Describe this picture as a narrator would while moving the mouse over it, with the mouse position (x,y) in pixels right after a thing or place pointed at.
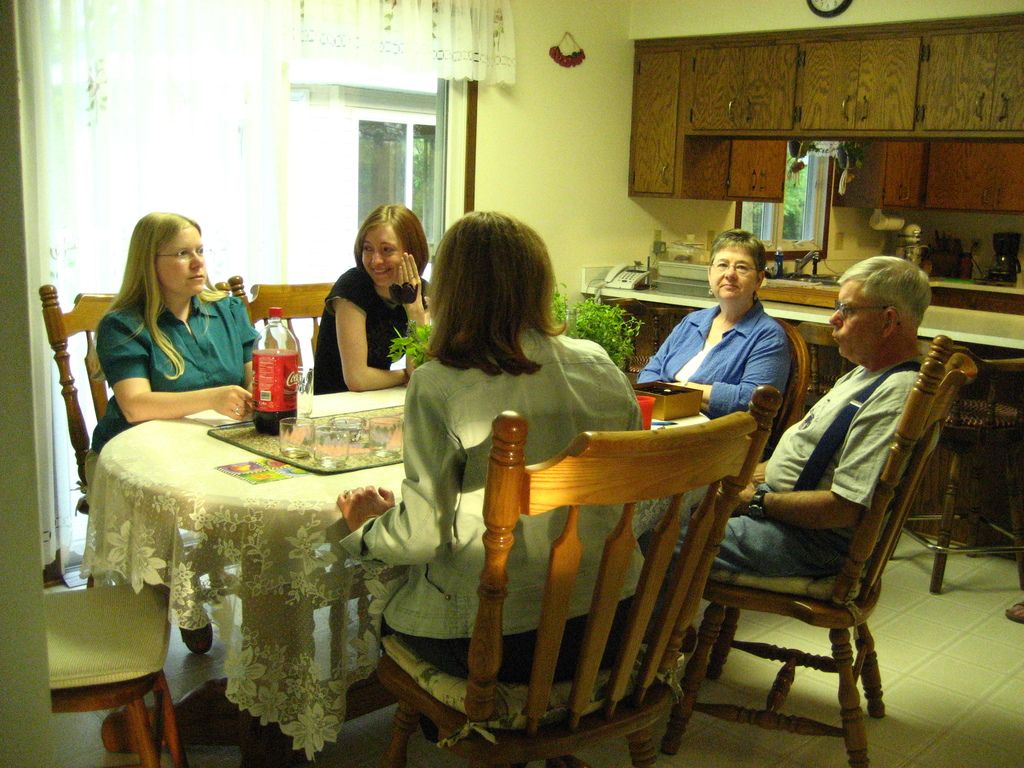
Here there are five people (477,601) sitting on the chairs (319,305) in between the table (183,446) and on table (325,415) we have some glasses (400,427) and a coke bottle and beside them there is a shelf (967,143) and a small plant (592,308).
